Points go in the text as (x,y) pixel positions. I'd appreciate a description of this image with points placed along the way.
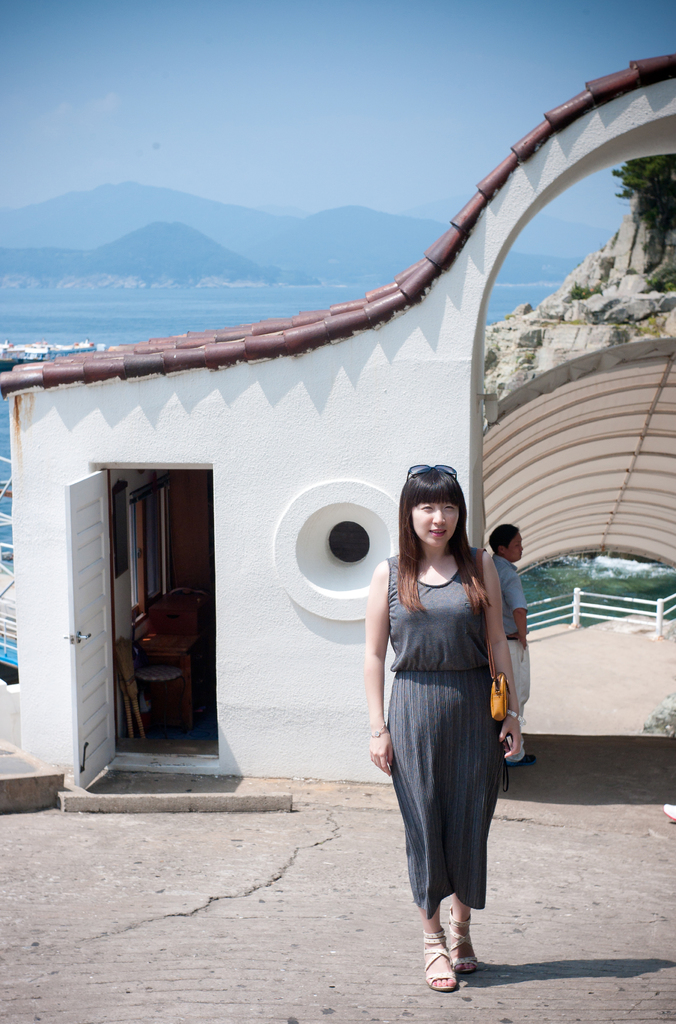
In this image, we can see a few people (413,642) standing. We can see an arch (458,300) and the ground (265,956). We can also see a door (79,717). We can also see some hills (139,268) and water (59,303). We can also see the sky (319,53). On the right (663,177), we can see some rocks (627,219) and plants (629,193).
